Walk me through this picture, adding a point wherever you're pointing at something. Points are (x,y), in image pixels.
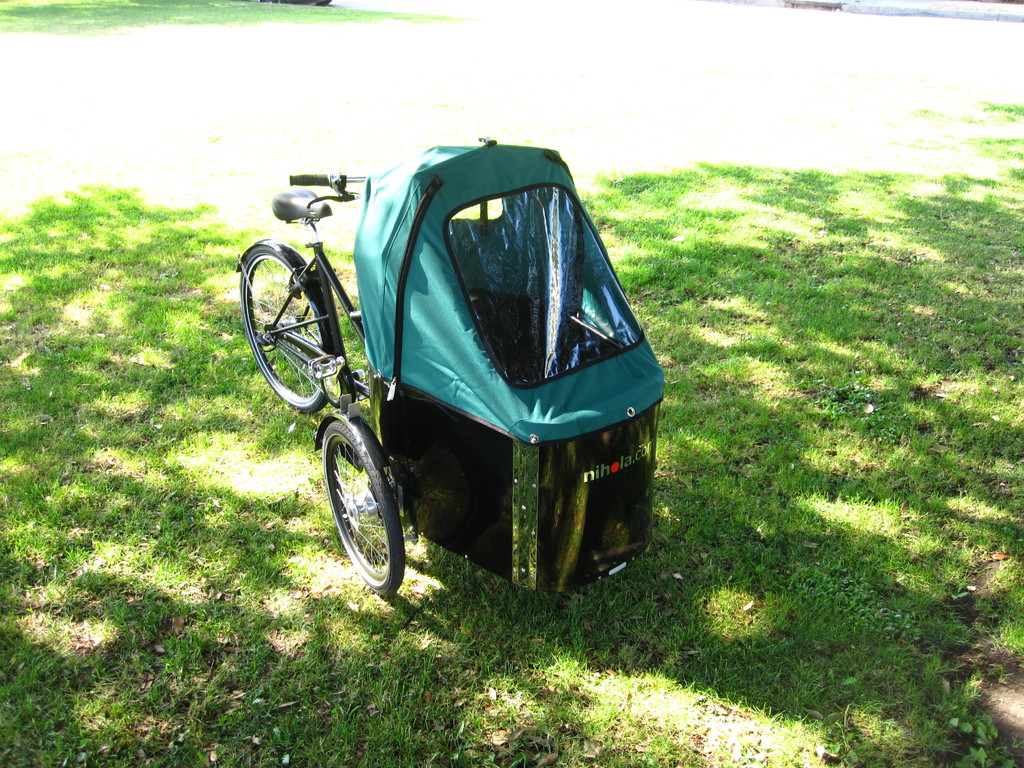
In the center of the image (447,327), we can see a trolley (448,308) on the ground (743,34).
